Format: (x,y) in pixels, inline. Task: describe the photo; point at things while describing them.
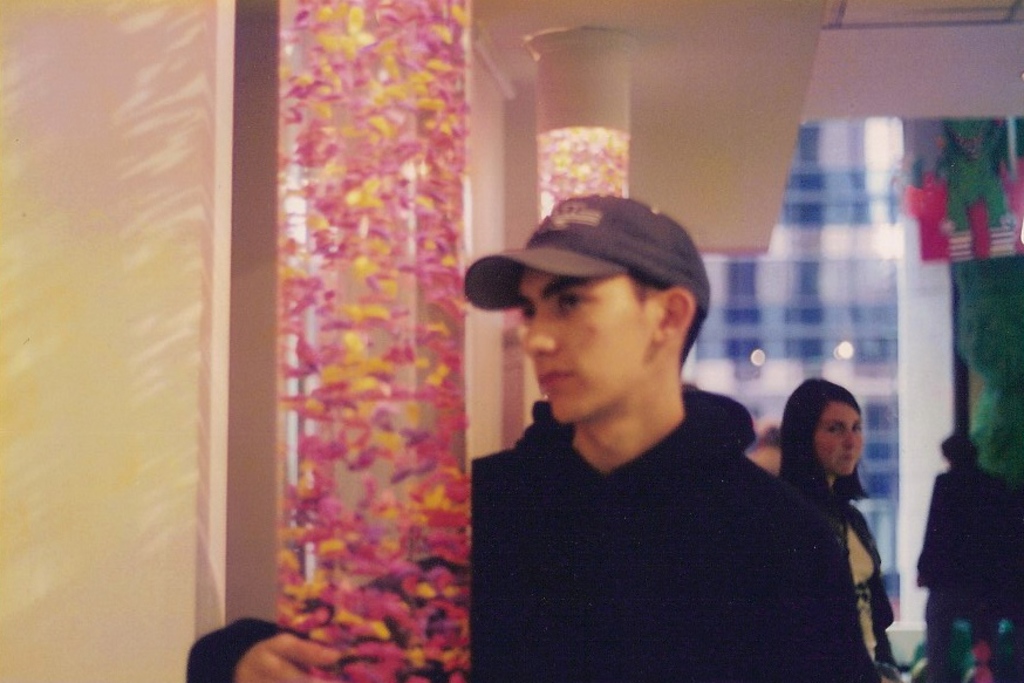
The man (608,446) in front of the picture who is wearing the black jacket (682,539) is standing beside the pillar (447,452). Behind him, we see a woman (796,420) is standing. Behind her, we see a pillar (915,451). On the right side (1009,369), we see a wall (1015,413) or a pillar (985,301) in green color. Beside that, we see a man (961,439) is standing. In the background (800,293), we see a building (860,325). On the left side (87,339), we see a wall (46,419) in white color.
